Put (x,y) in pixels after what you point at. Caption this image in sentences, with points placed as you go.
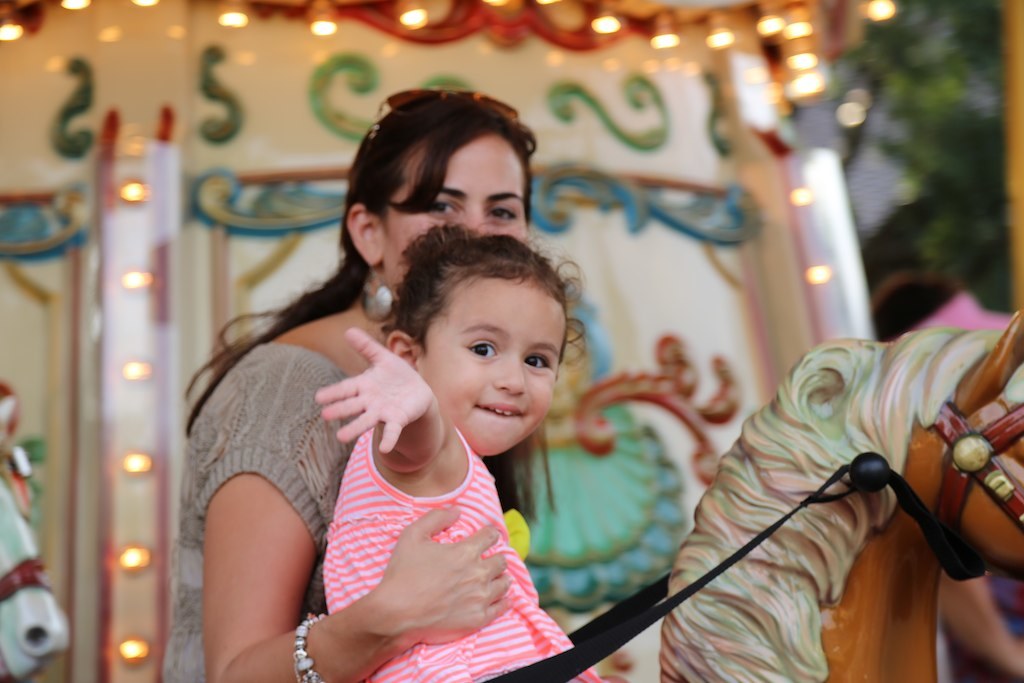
In this picture we can observe a woman (290,424) and a girl (431,510). The girl (431,510) is sitting on the wooden horse (810,507). She is wearing pink color dress (474,640). In the background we can observe some lights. On the right side (953,143) there are some plants (934,133).
